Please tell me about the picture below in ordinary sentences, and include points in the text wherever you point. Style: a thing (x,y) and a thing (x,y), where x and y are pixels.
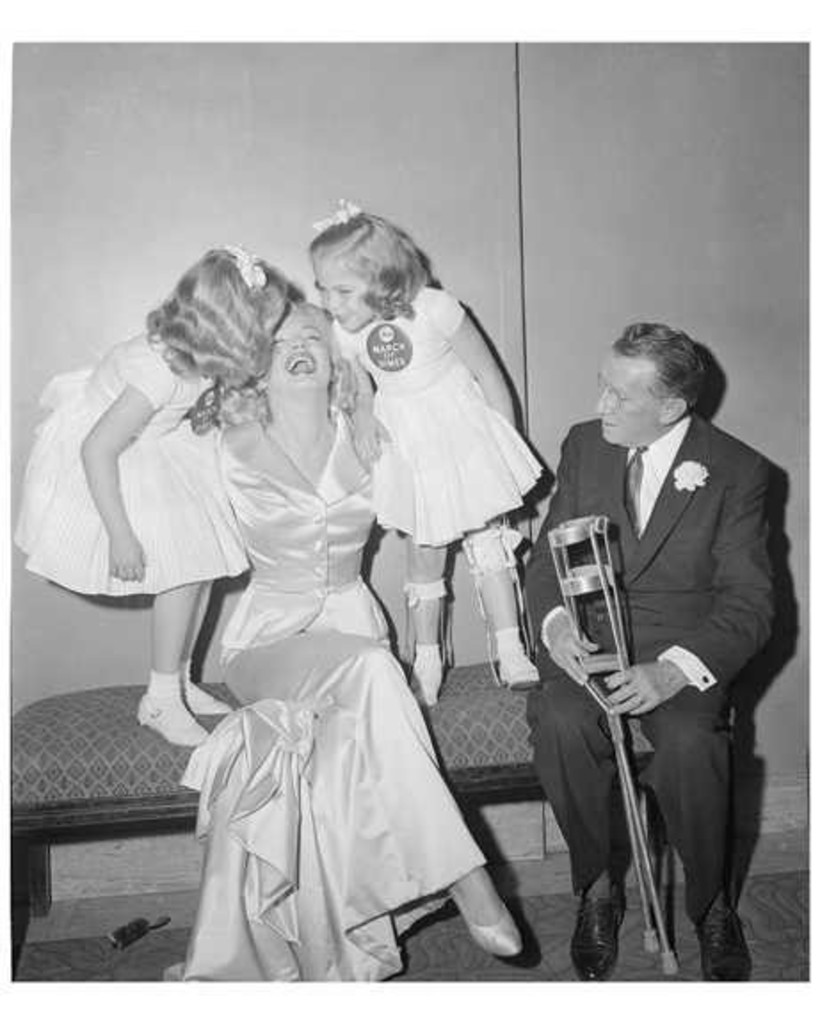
This is a black and white image. 2 people (702,455) are sitting. 2 children (427,684) are standing wearing white frocks (432,396).
